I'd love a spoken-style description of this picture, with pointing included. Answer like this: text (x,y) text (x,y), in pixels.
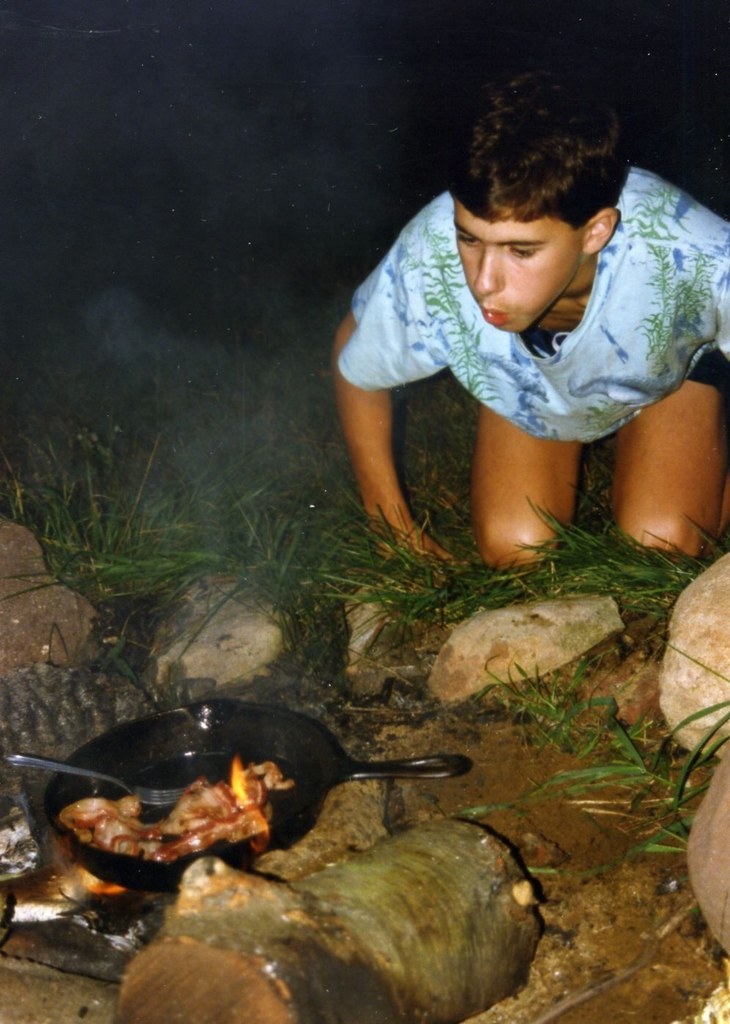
In this picture we can see a person (472,470) on the grass (447,527), stones (709,695), wooden log (439,874) on the ground (319,852), pan (270,849) on fire (56,886) with a fork (115,779) and food (120,811) in it and in the background (614,69) it is dark.
